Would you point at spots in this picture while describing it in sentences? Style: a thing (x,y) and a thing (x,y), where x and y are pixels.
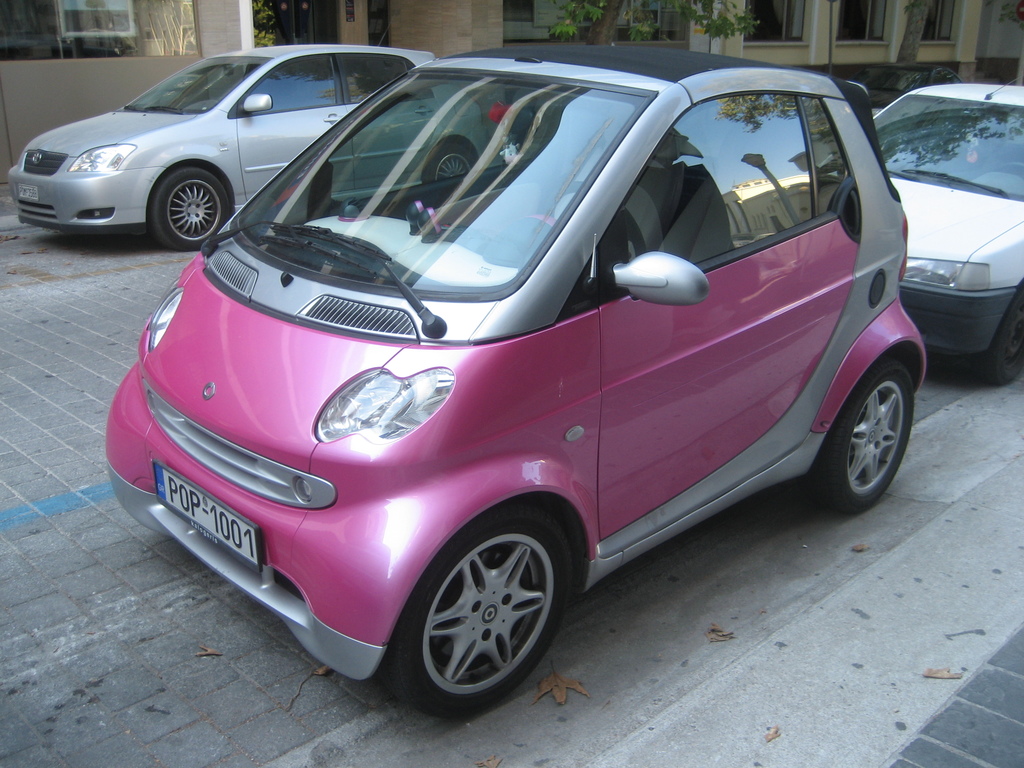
In the picture there are three cars (423,197) parked on the land (41,412) and behind the cars (146,114) there is a complex (842,46), it has plenty of windows (858,31) and there are two trees (617,10) in front of the complex (749,49).
